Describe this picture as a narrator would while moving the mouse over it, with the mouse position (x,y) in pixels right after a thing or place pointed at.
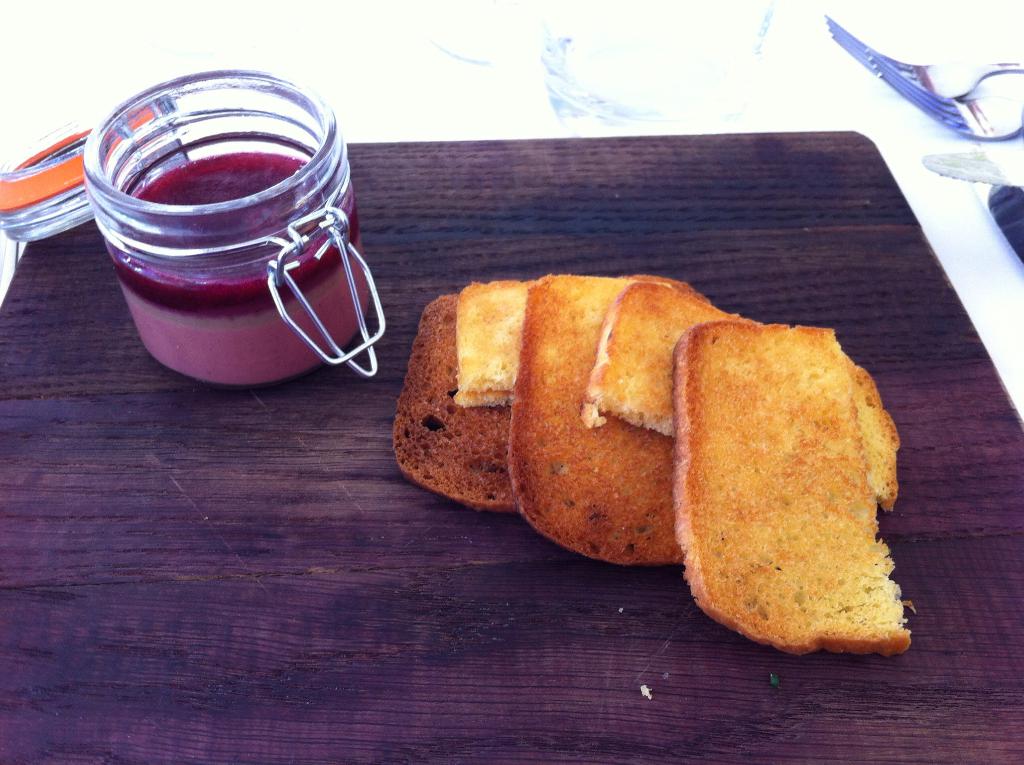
In this image we can see bread (505,404) and bowl (206,269) placed on the table (347,576).
